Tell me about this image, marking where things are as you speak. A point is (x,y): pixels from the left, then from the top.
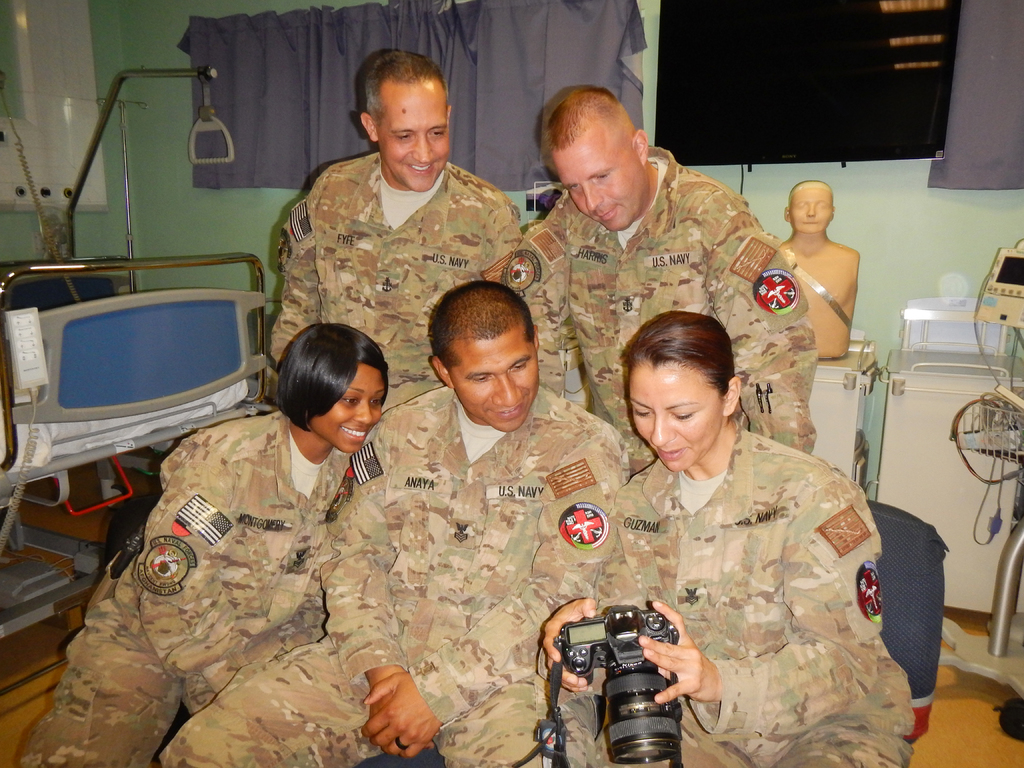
In this image we can see a group of people (522,458). In that a woman (615,552) is holding a camera (658,723). On the backside (43,333) we can see a bed (74,372) with a device (28,324), a curtain (233,141) and a display screen (670,104) on a wall (883,350). On the right side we can see a mannequin (834,355) and some wires (961,407).
